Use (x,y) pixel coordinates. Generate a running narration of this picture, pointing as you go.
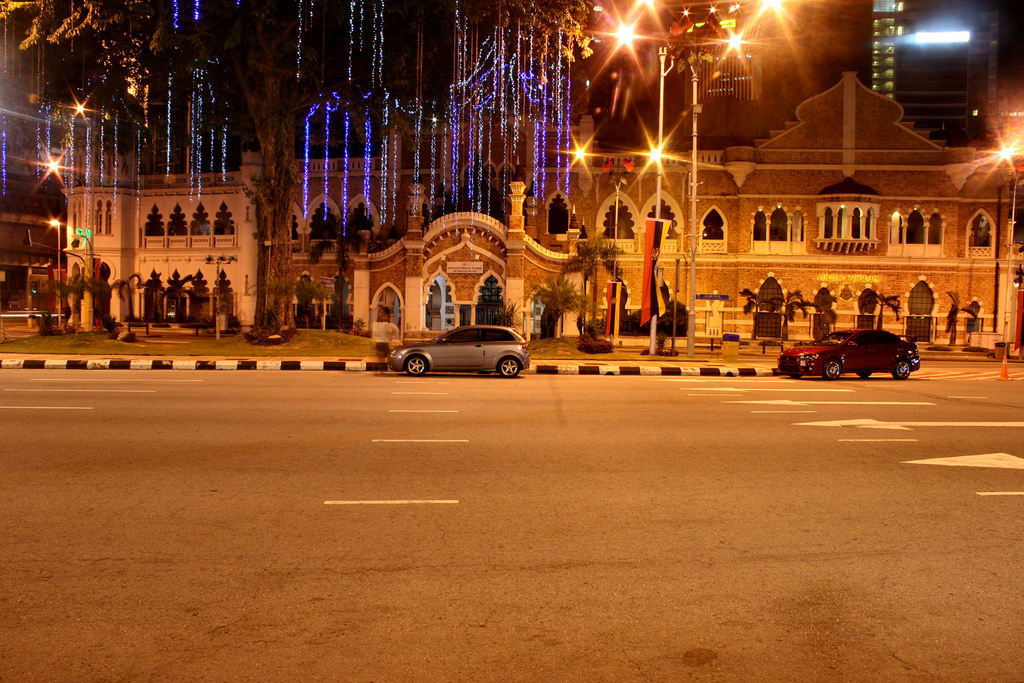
This picture might be taken outside of the building (733,304). In this image on the right side (797,357), we can see a car (855,370) which is moving on the road (921,418). In the middle of the image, we can see a car (472,363) which is placed on the road (439,405). In the background (318,251), there are some trees (341,251), buildings (394,253), pole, street lights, at the bottom (144,488), we can see a foot path (720,350) and a road (269,475).
